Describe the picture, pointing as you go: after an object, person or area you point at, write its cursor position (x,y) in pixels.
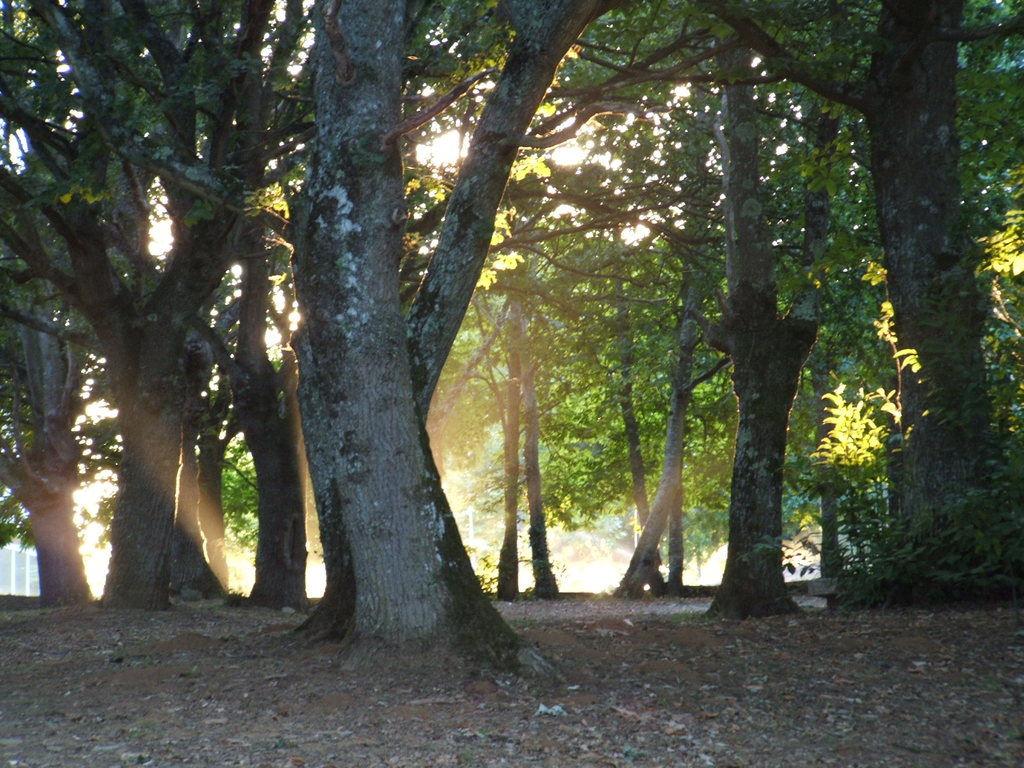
There are trees (931,500) and plants (912,552) on the ground (413,729), on which there are stones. And the background (91,518) is white in color.
